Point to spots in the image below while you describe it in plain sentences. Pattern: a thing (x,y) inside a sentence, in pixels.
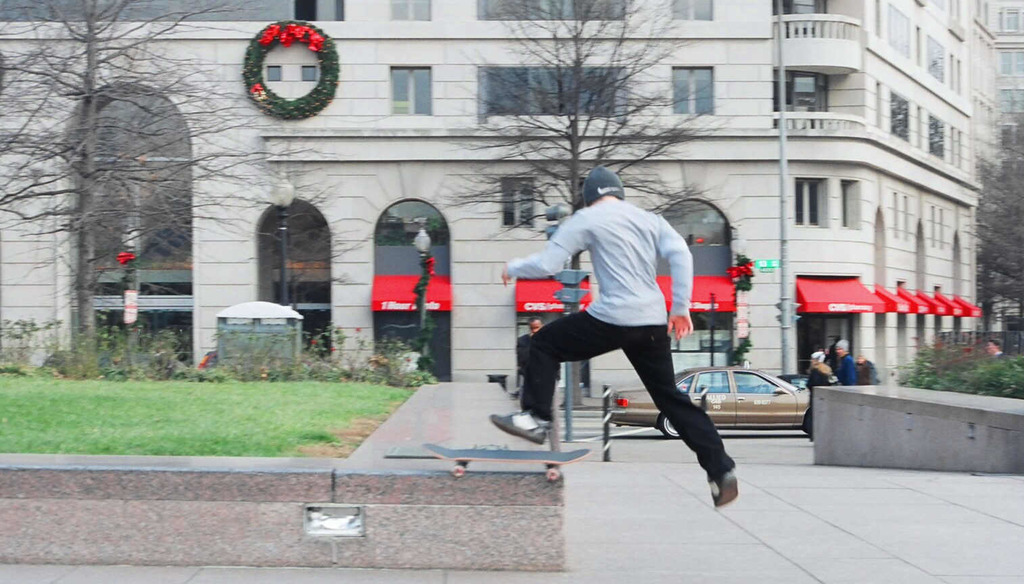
In the image we can see there is a man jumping from the roller skate board (502,452) and there is ground (208,415) covered with grass (281,417). There are people (811,399) standing on the road (738,434) and there is car (744,417) parked on the road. Behind there are trees (996,152) and buildings (437,179).
